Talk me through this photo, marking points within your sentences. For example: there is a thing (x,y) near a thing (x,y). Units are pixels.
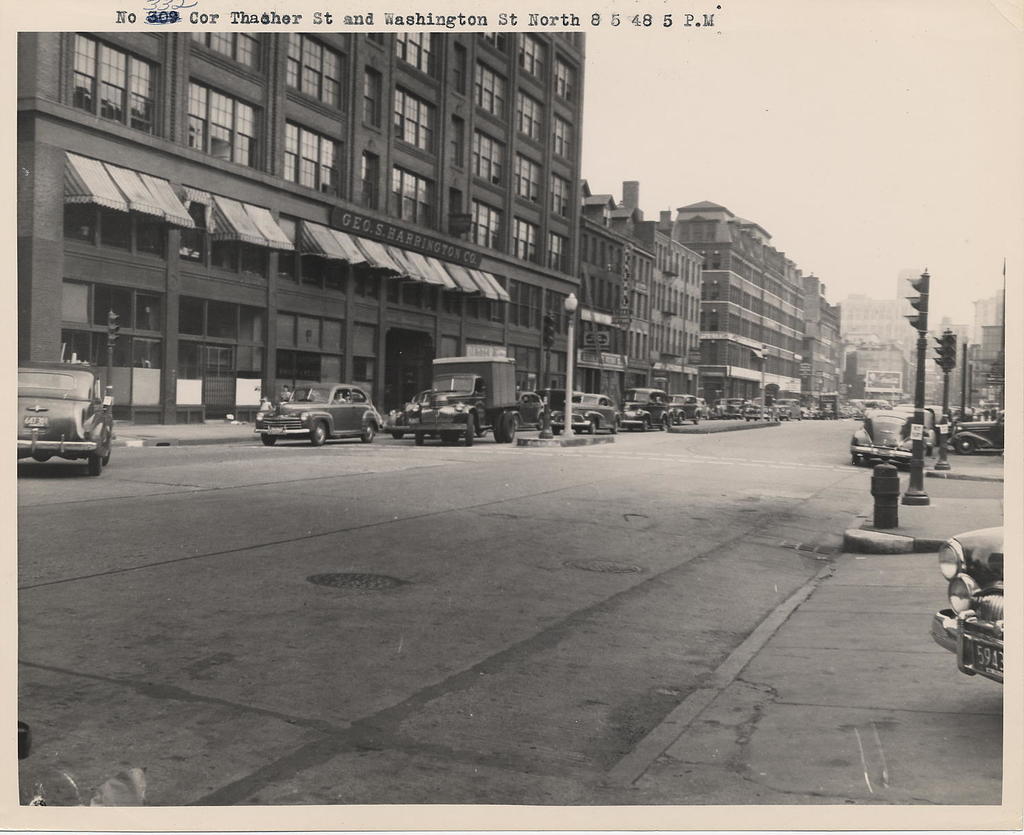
In this image I can see it is a black and white image, in the middle (536,517) it is the road (598,532). On the left side (319,402) there are few cars (47,412) are parked and there are buildings (733,272). On the right side (949,342) there are traffic signals (949,352), at the top (928,259) it is the sky (968,311).
